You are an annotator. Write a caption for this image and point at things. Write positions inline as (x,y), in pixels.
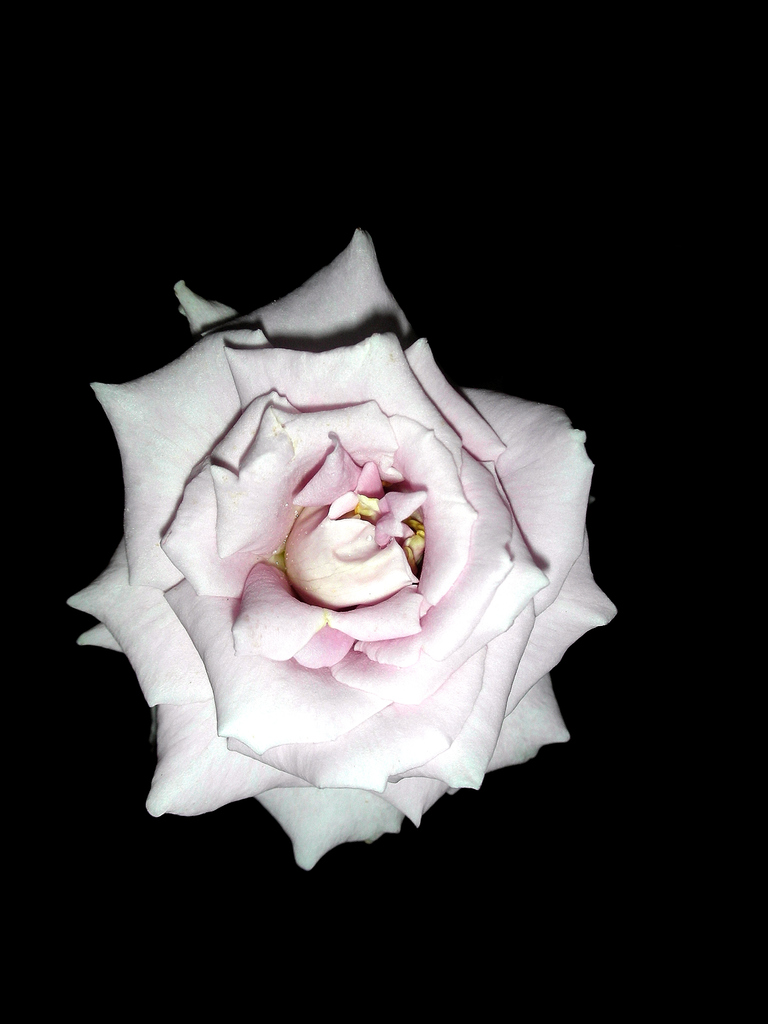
In the image there is a rose flower (228,632) and the background of the rose flower (547,499) is dark.
